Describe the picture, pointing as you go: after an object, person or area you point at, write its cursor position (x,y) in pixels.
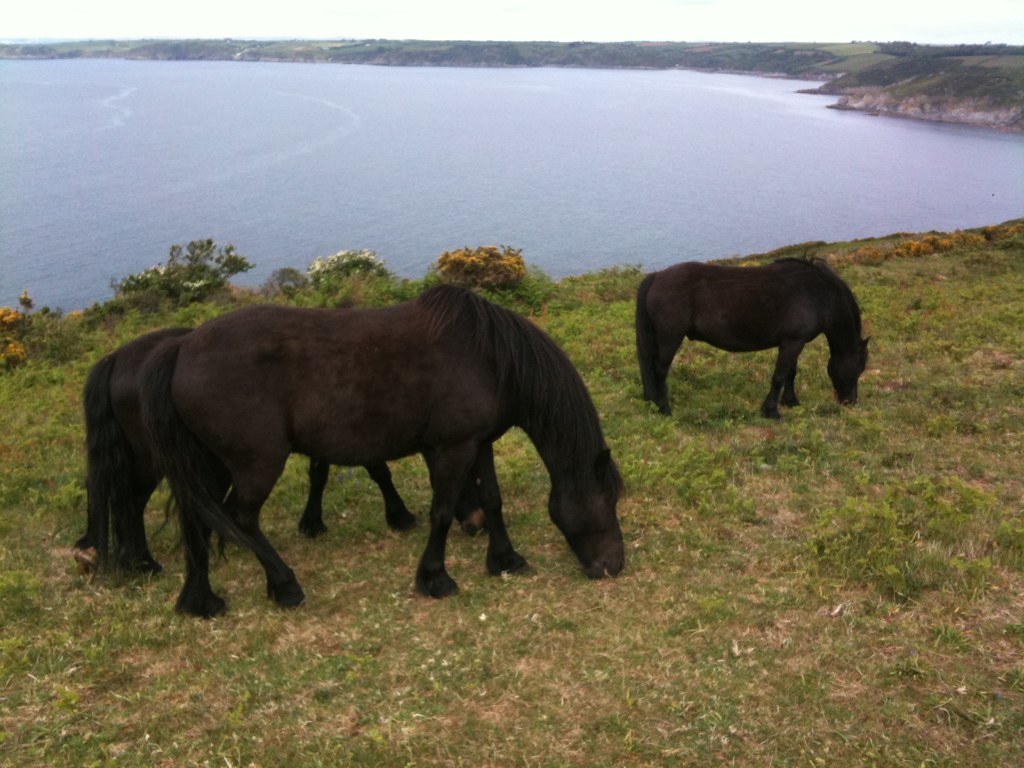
This picture contains three horses (833,278) which are in black color are grazing in the field (833,605). At the bottom of the picture (491,671), we see the grass (788,652). Beside that, we see water (372,156) and this water (485,193) might be in the sea (614,150). There are trees (920,67) in the background (885,91).
